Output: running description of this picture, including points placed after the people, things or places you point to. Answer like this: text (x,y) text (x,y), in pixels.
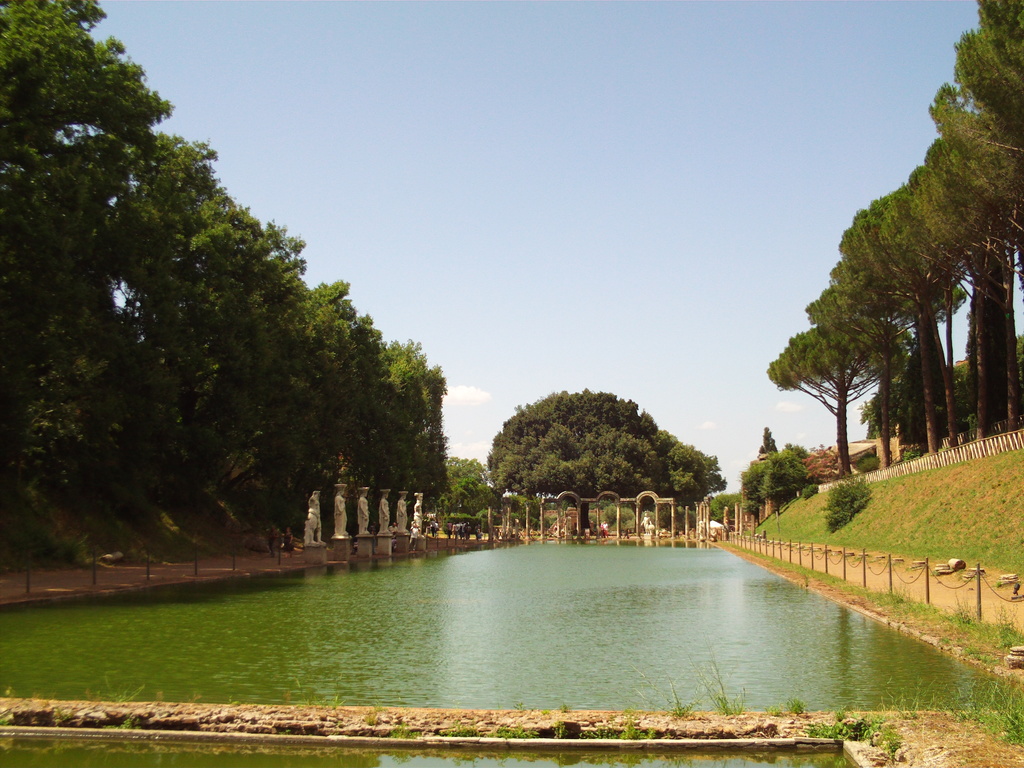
In the picture we can see a water (791,682) which is green in color and around it we can see grass surface (858,589) and railing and behind it, we can see some trees (450,473) and in the background (476,457) also we can see some trees (575,447) and sky (737,431).
